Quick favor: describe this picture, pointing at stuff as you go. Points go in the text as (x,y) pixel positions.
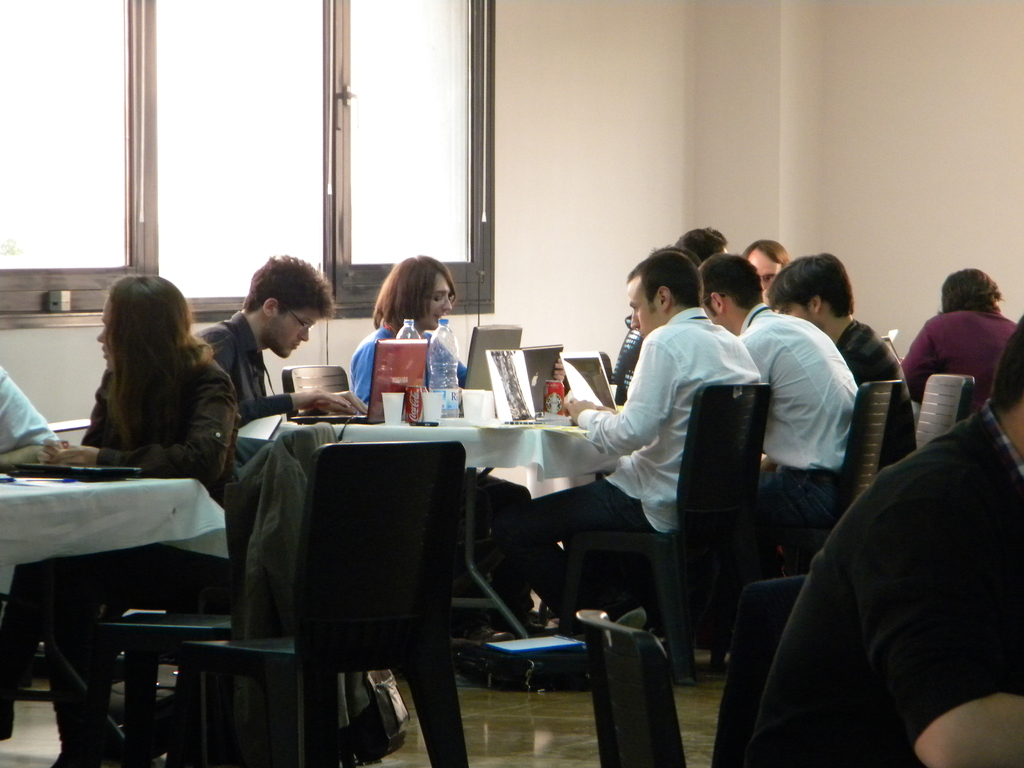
In this picture we can see a group of people (645,408) sitting on chairs (362,503) and in front of them there is table (368,430) and on table (439,420) we can see monitors (416,371), bottles (447,403), glasses (438,392), cans (412,409) and in background (345,162) we can see window (334,72), wall (606,135).
